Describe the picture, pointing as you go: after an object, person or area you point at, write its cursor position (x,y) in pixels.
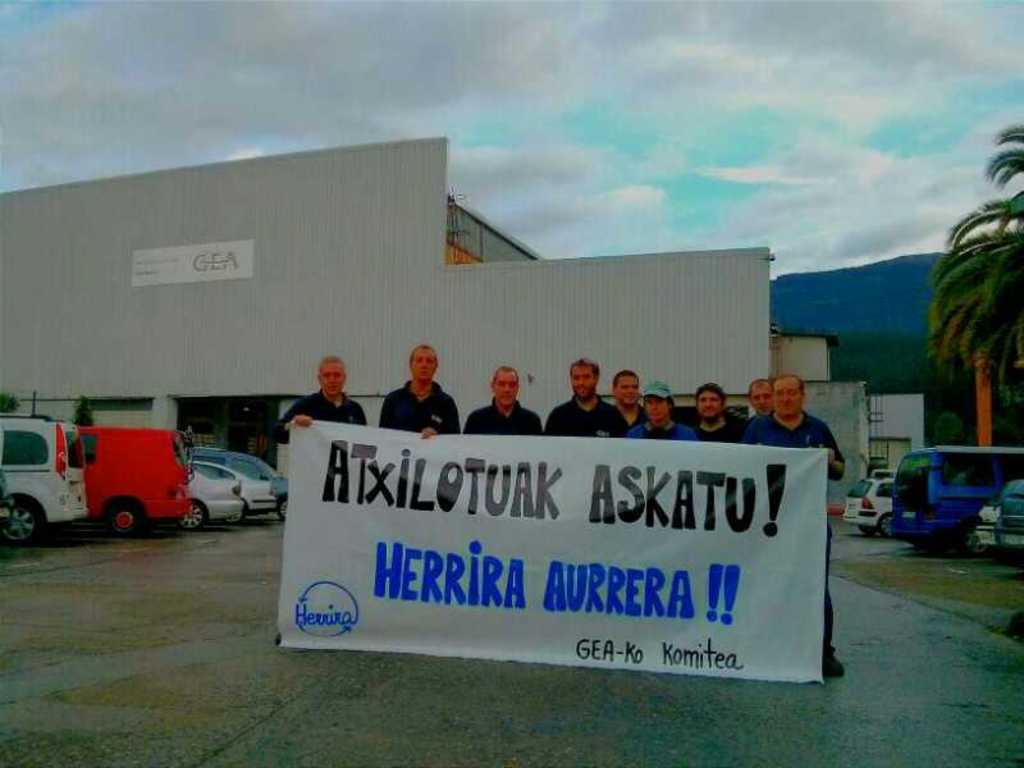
In this image I can see there is a group of people (333,371) standing and they are holding a banner (620,612), there is something written on it. There are few cars (47,484) parked at left side (94,486) and there is a tree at the right side (993,259) and there is a mountain (861,300) and the sky (459,99) is cloudy.
